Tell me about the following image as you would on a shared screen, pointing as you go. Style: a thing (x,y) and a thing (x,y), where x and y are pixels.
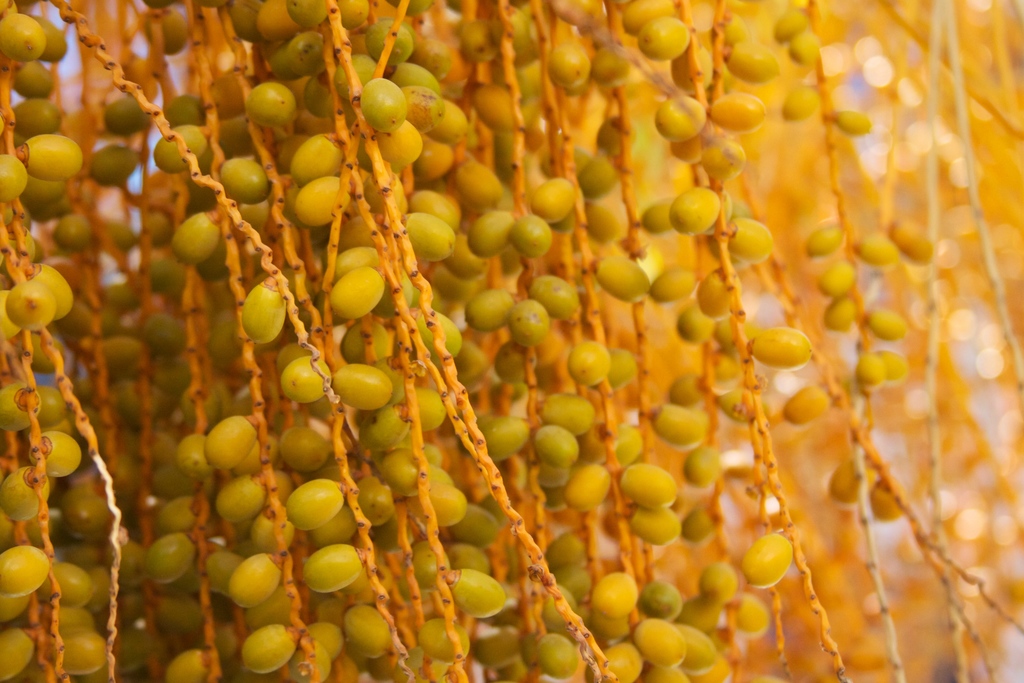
In this picture there are seeds (284,443) in the image.
